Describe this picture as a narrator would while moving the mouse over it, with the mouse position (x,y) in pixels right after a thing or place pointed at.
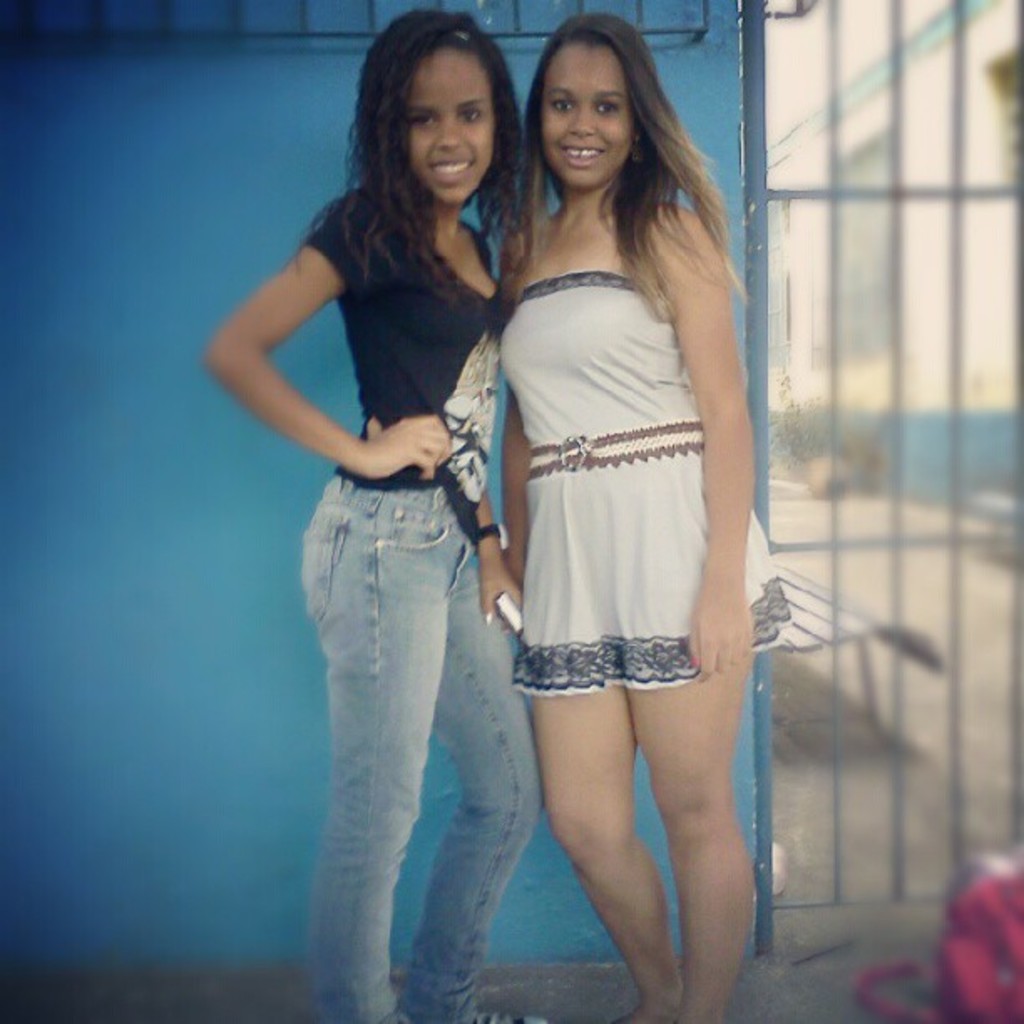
In this image there are two girls (443,571) giving pose for a photograph, in the background (724,118) there is a blue wall (738,193), on the left side (49,159) it is blurred.
